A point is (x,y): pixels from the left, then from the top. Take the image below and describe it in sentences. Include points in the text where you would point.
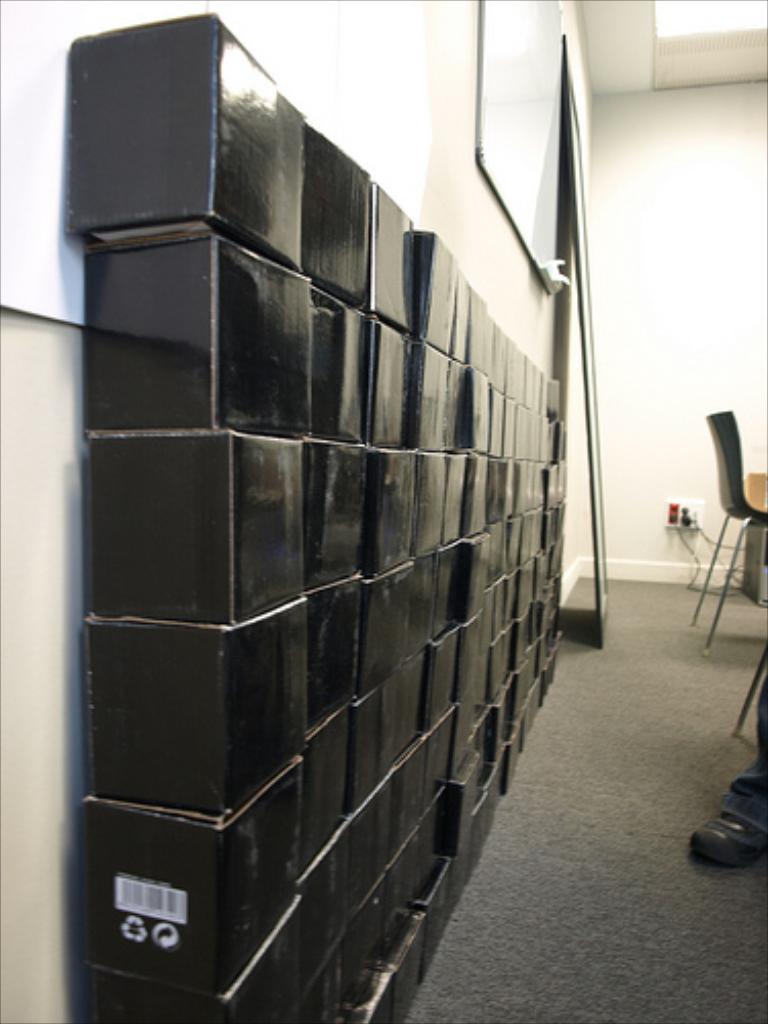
On the left side (159,219), there are black color boxes (530,680) arranged on the floor (683,826). Beside them, there are two white color boards (487,74) attached to a wall (435,190) and there is another board (600,621) leaning on the wall (572,56). On the right side (699,852), there is a person (738,803) wearing a shoe (694,832), there is a chair (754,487) arranged and there is a device (759,537) connected to a plug (668,511) which is attached to a wall (621,116).
